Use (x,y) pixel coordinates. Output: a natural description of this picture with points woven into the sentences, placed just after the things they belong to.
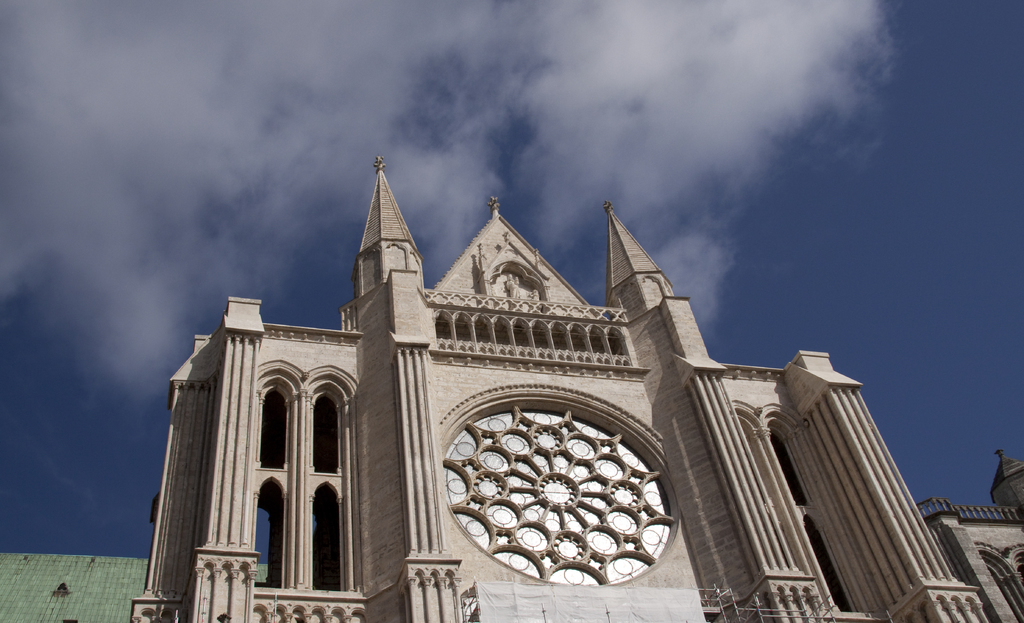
In this image I can see there is a building (557,560) and it has some sculpture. The sky (719,148) is cloudy.
